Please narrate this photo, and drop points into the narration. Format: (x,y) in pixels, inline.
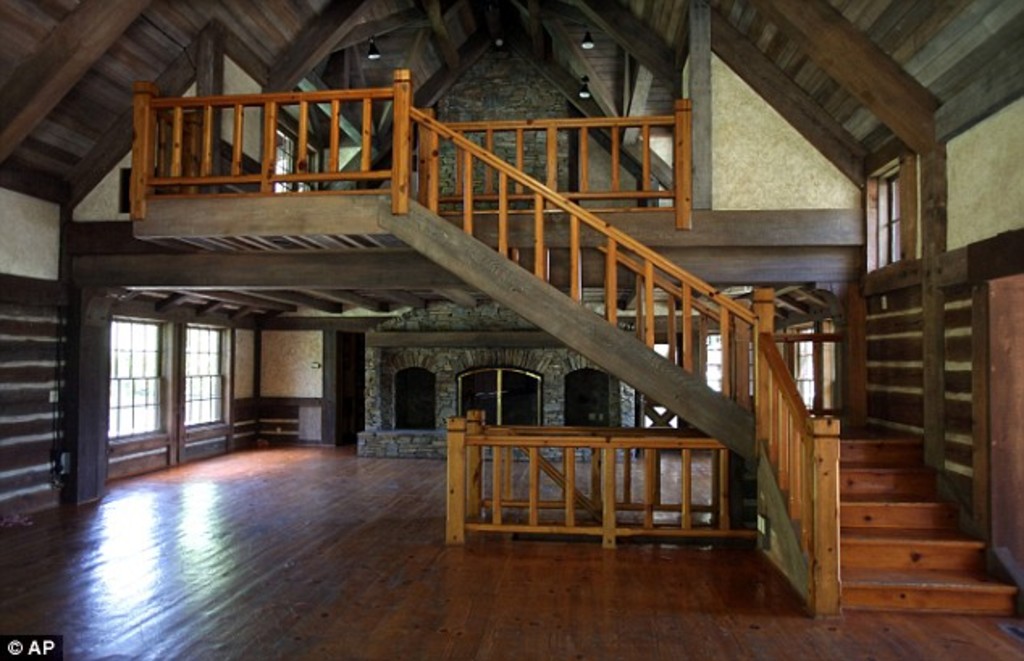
In this picture we can see floor (388,507), railings (790,475), steps (937,528), wall (868,329), glass windows (893,223) and lights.
